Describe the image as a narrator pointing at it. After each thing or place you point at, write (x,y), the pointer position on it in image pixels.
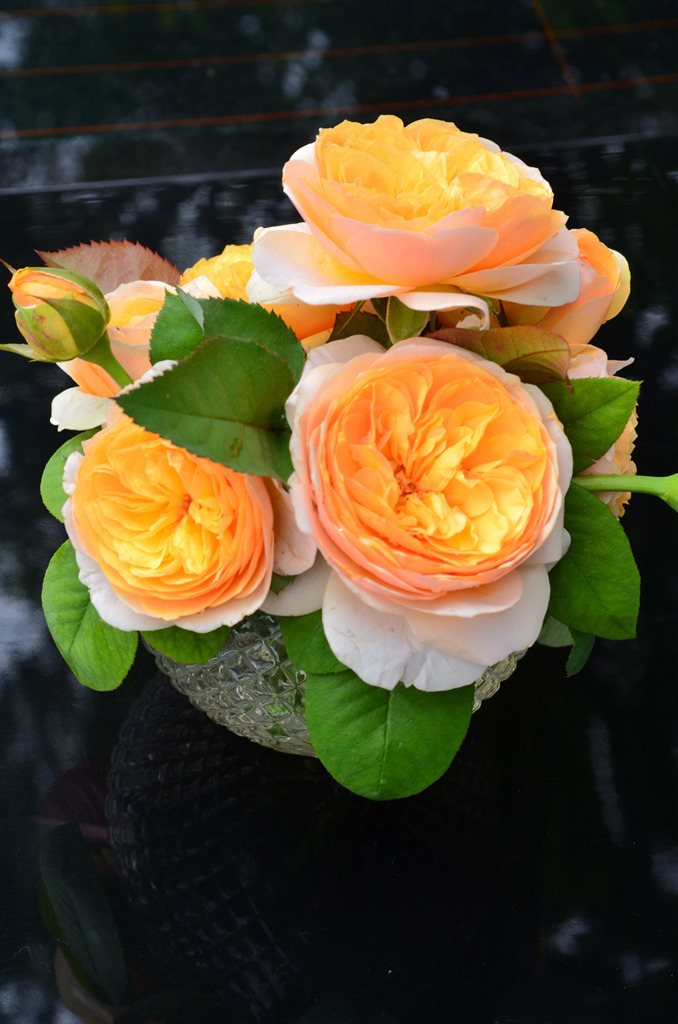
In this picture we can see a flower vase (265,516).
